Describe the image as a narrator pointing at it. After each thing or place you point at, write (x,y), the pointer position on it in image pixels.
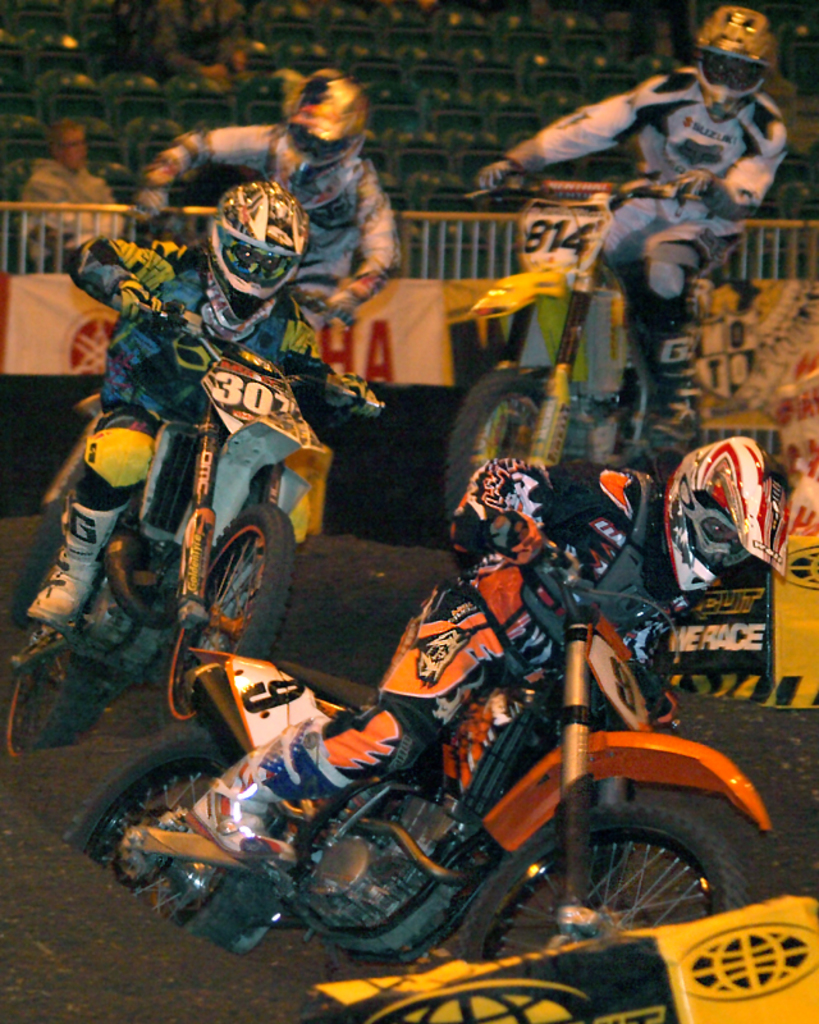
In this image we can see some persons (400,749), vehicles (418,825), sand (75,777) and other objects (494,974). In the background of the image (58,286) there are banners (11,286), railing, persons (216,46) and other objects (13,168).
